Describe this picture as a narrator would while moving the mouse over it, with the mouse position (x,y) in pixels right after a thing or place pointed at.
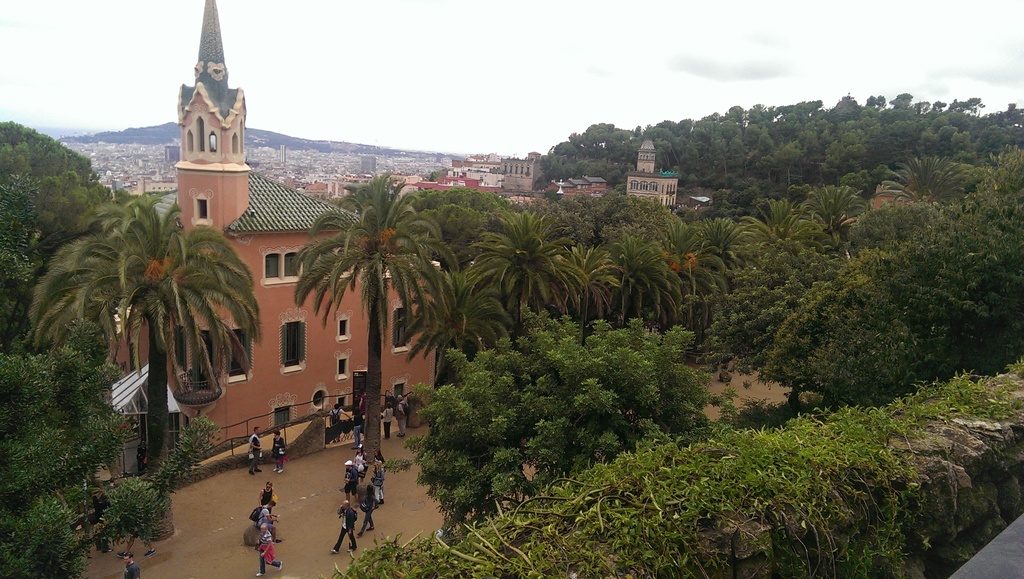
In this picture I can see trees (620,309). I can see the buildings (282,200). I can see people (342,513) on the surface (325,505). I can see clouds (490,126) in the sky (282,91).
